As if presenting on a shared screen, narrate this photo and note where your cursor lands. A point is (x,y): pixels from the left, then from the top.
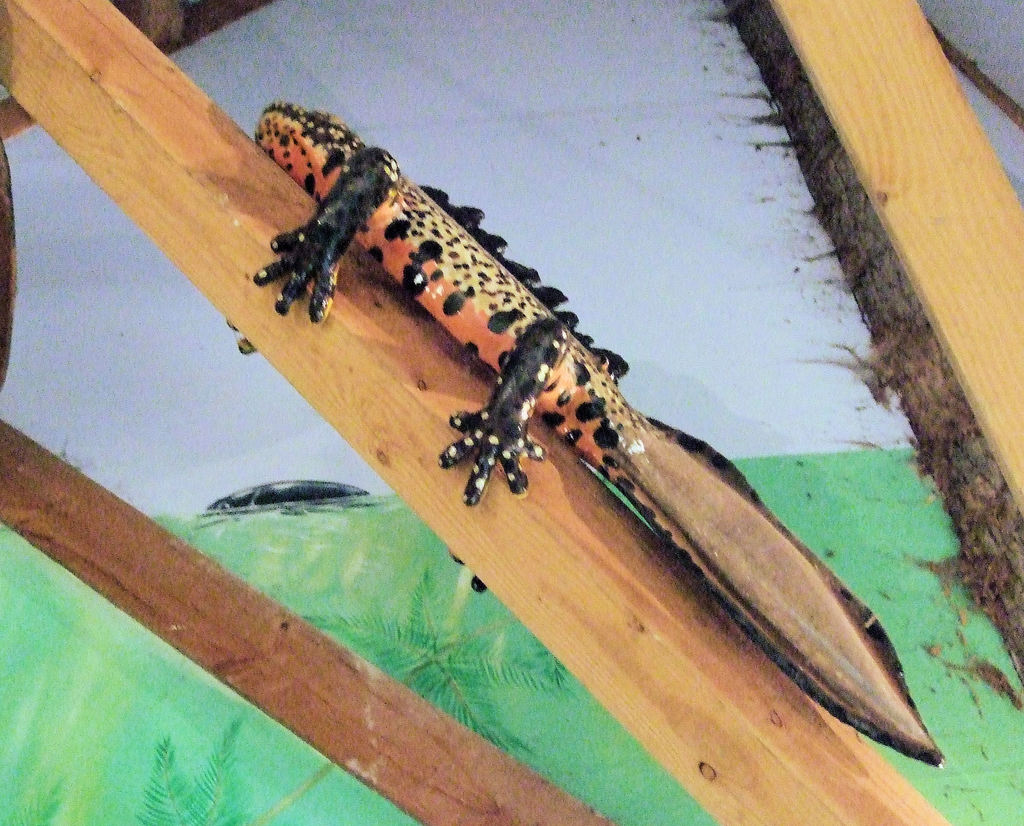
In the picture I can see a toy object (472,270) on a wooden stick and there is another stick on either sides of it and the background (408,635) is greenery (495,626) with few drawings (452,631) on it.
